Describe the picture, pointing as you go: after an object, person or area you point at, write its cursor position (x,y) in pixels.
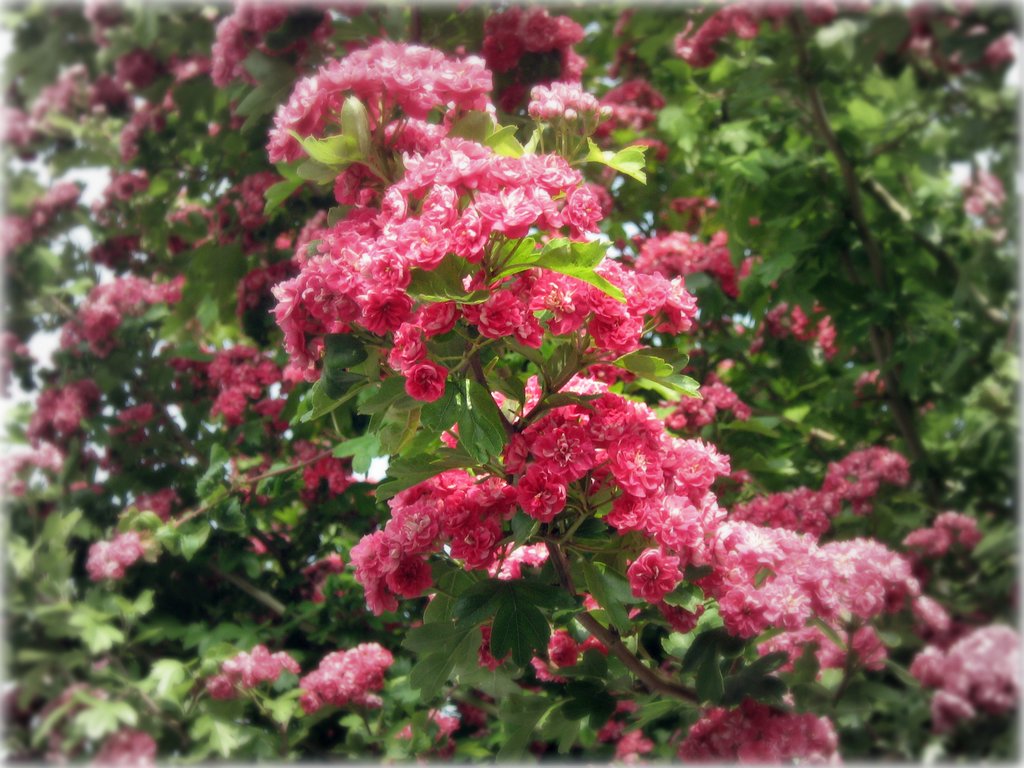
In this image we can see so many plants (601,317) with many flowers (906,572).
